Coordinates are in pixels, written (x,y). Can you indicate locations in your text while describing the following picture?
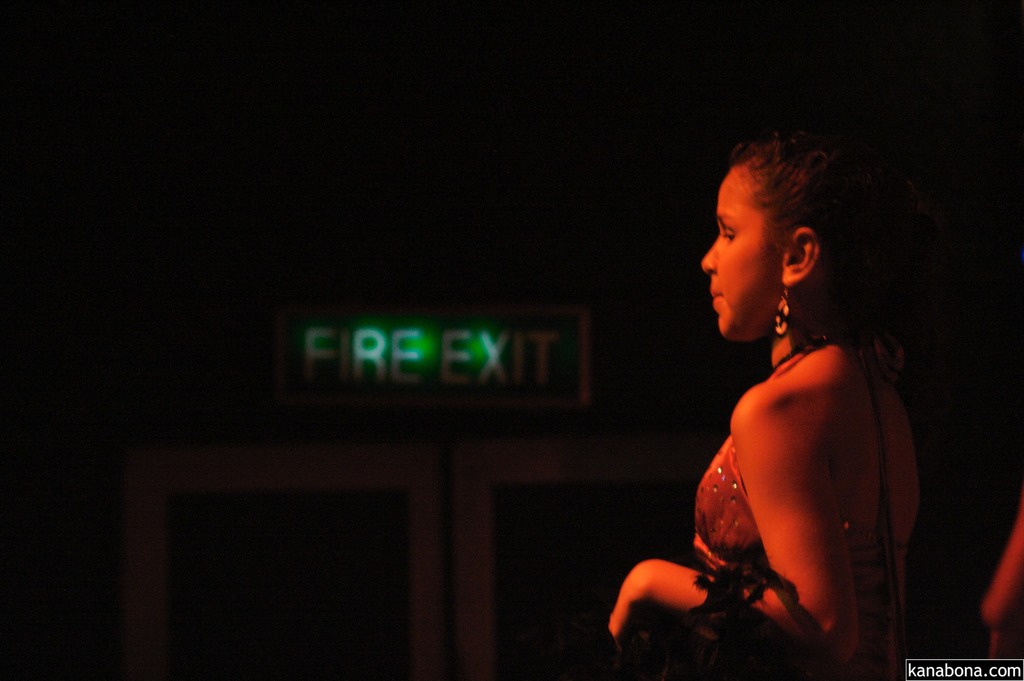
On the right side of the image (784,438) we can see a woman (808,357). In the background (257,146) there is a wall (543,228) and door (296,491).
